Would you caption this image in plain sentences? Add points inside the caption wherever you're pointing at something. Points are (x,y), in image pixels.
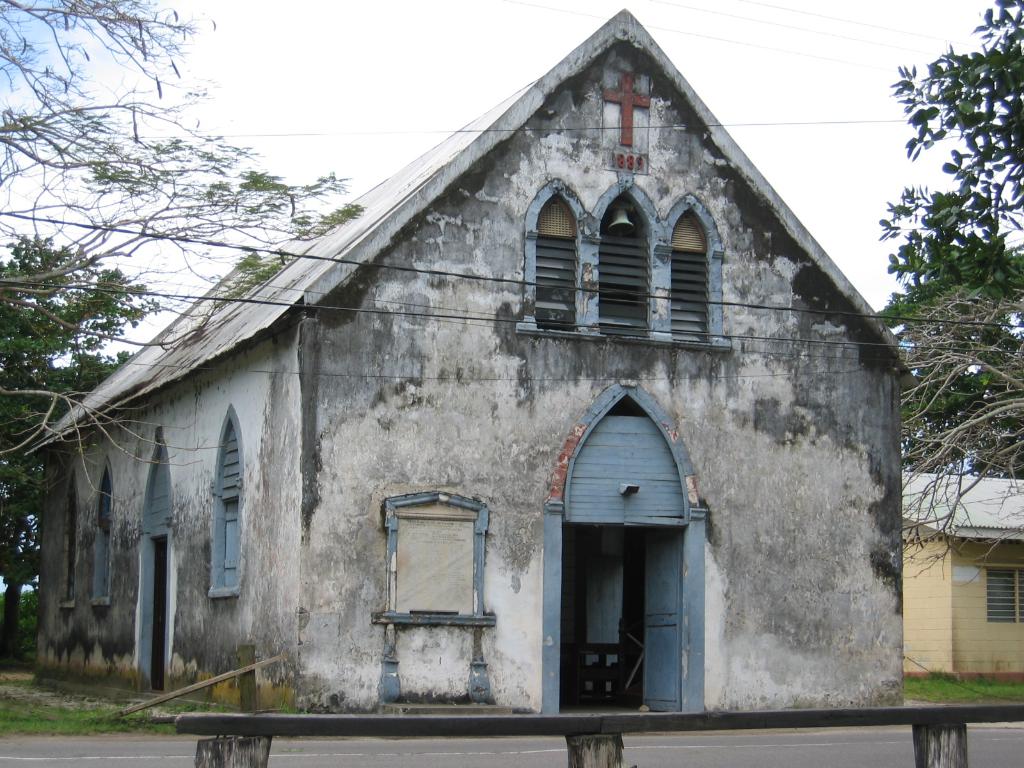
In this image we can see a building (694,338) with windows (641,258), doors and a bell (626,216) on it. To the right side of the image (956,568) we can see a building (997,611) and in the foreground (244,741) we can see a fence (217,747). In the background (948,436), we can see a group of trees (959,405) and sky (464,28).
